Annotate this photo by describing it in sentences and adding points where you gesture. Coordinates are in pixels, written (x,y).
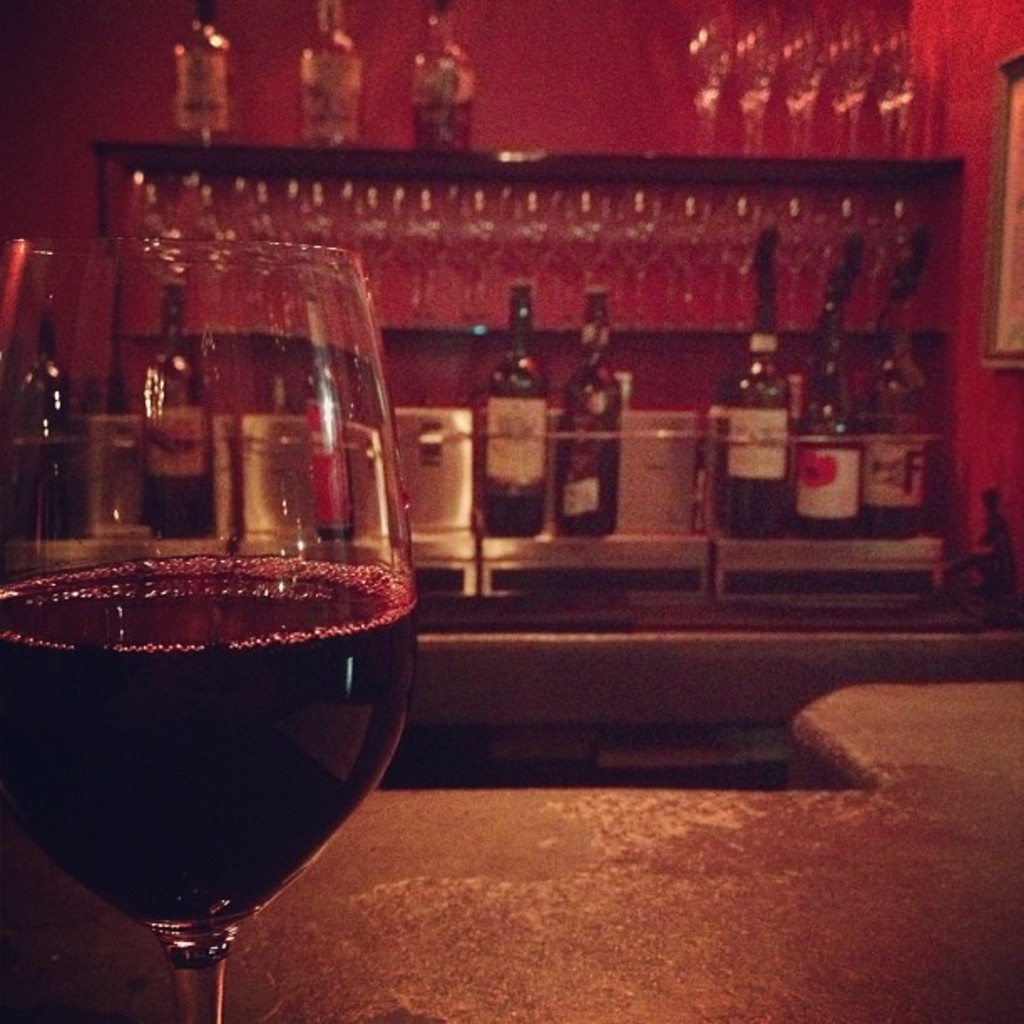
This image consists of a wine rack (738,556). There is a glass (334,735) on the left side (317,702) which has some drink (252,719) in it. There so many glasses (641,236) in the middle of the image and there are so many bottles (186,450) in the middle of the image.
